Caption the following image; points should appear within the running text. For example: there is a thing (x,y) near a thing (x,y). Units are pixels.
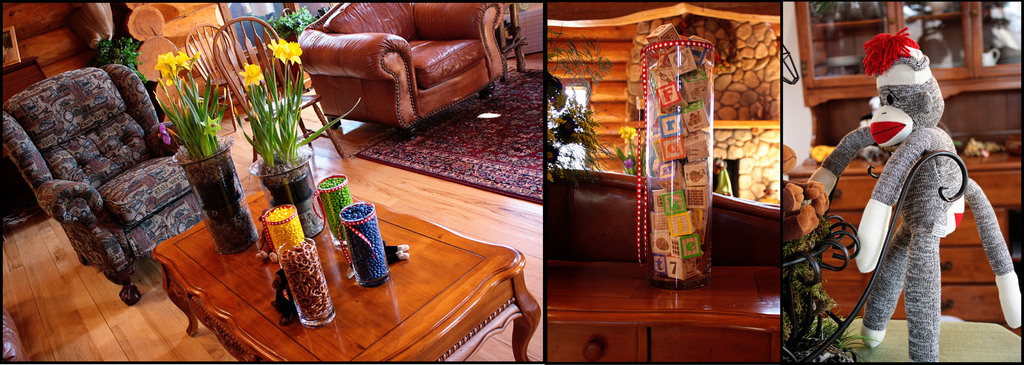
The image is collage of three different pictures. In the first picture there are two sofas (348,73), two chairs (232,101), one table (430,264), two plants (294,146) and four different jars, the table (196,243) is placed in the center (364,243). In the second picture there is a table (735,267), on the table (697,324) there is a plant (554,168) and a toy (647,42), in the background (698,32) there is stoned picture (760,84). In the third picture there is a monkey toy (892,187) placed to a stand (849,239). In the background (885,26) there is a cupboard (893,5).
